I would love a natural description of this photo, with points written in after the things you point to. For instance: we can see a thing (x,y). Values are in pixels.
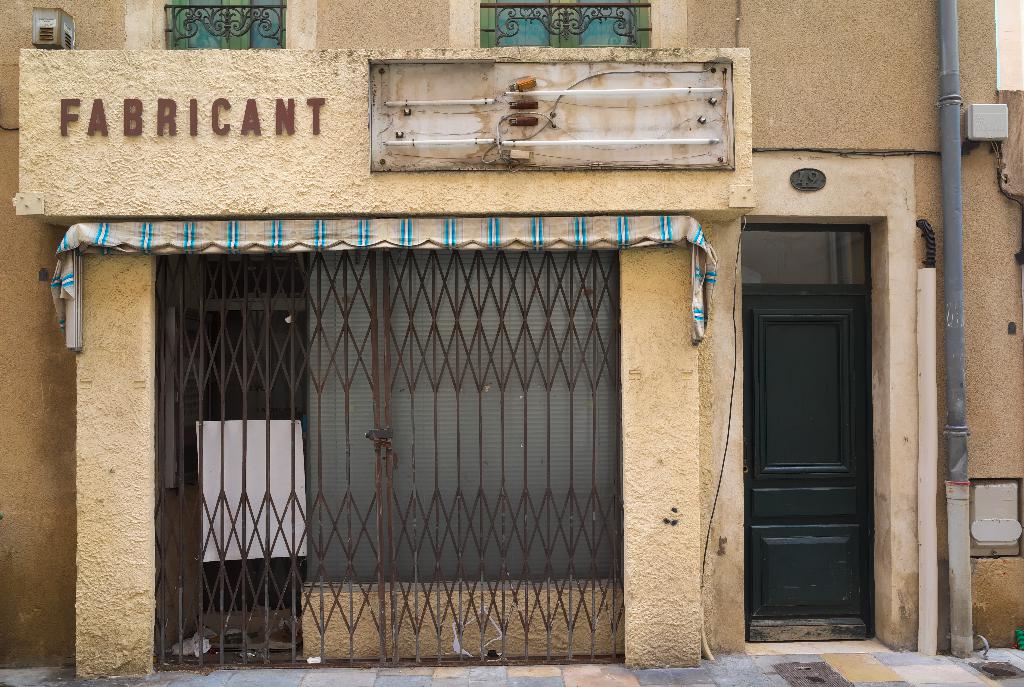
In this image in the center (428,382) there is a grill (333,524) and behind the grill (222,513) there is a shutter (464,434) which is grey in colour. On the top of the grill (320,468) there is a cloth (435,238) hanging and on the wall (269,172) there is some text (291,108) written on it and there are two windows (507,17). On the right side (812,460) there is a door (819,489) which is black in colour and in front of the wall (971,300) there is a pipe (954,120) which is grey in colour.
